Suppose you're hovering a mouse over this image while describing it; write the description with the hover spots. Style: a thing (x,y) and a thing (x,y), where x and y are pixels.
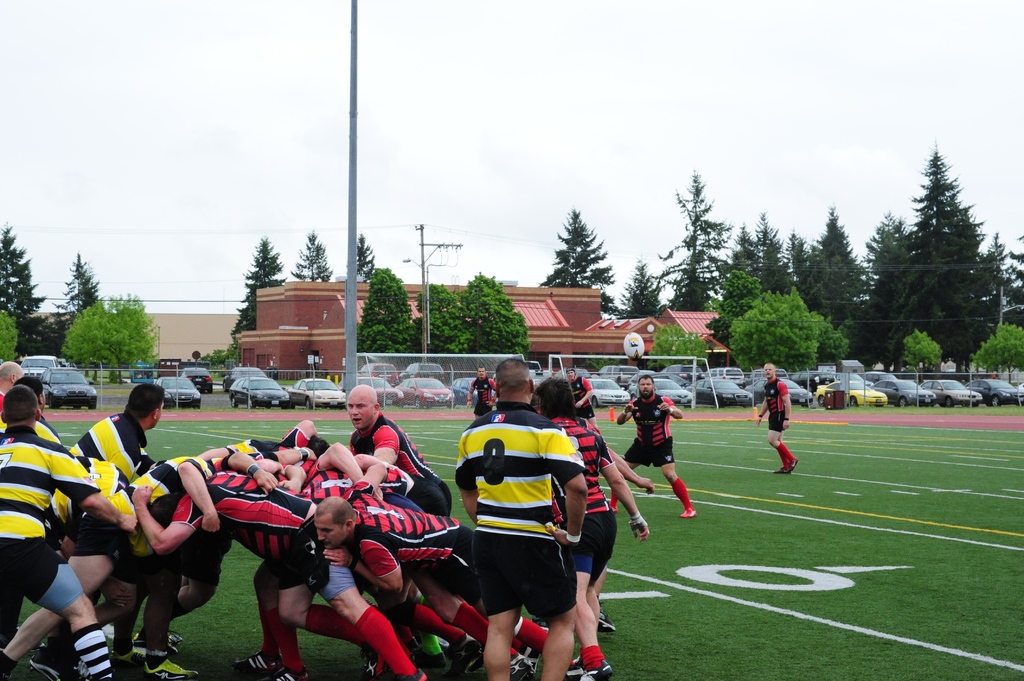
In this picture I can see there are a group of people (303,487) playing in the play ground (445,438) and they are wearing red and yellow color jerseys (485,524) and in the backdrop (745,395) I can see there is a pole (350,387) and a fence (336,368), there are cars (408,399) parked here and there is a building (691,313) and the sky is cloudy.
